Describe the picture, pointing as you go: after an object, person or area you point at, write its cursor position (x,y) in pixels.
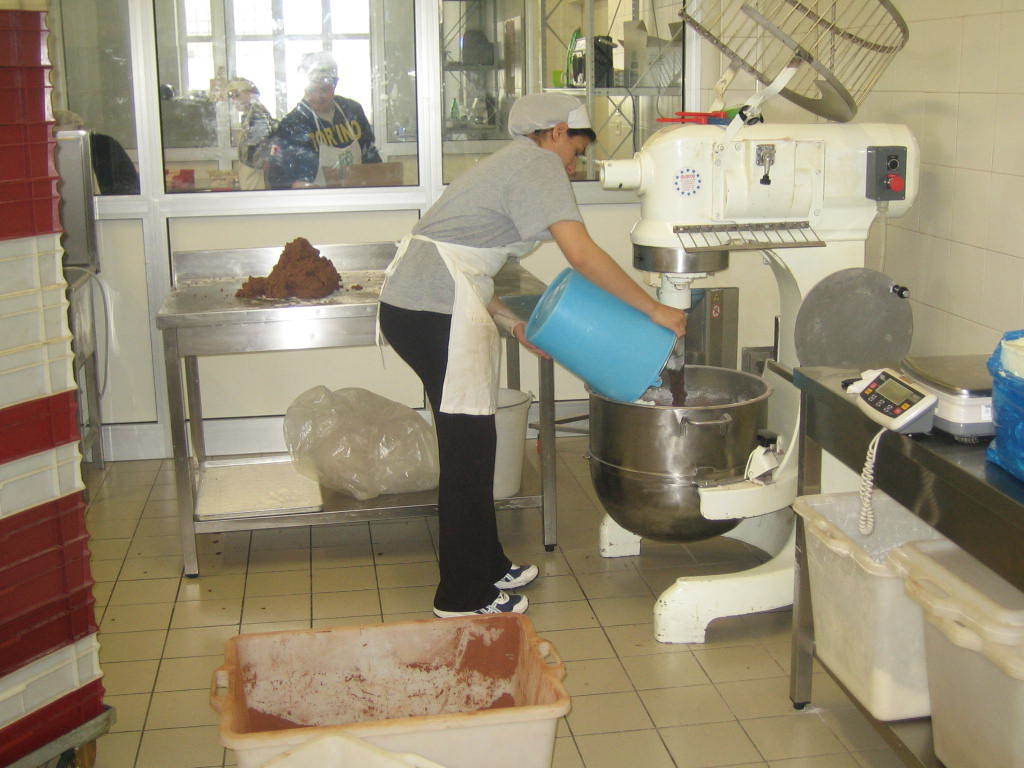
a tub (501,662) is present on the floor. behind that a person (492,300) is standing wearing apron (487,337), holding a bucket (602,341) in his hand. in front of him a machine (735,231) present. behind him there is a table (386,503), under which there is a cover (370,442). at the right (908,606) front there are tubs (908,606). above the table (914,494) there is a weighing machine (933,394).
